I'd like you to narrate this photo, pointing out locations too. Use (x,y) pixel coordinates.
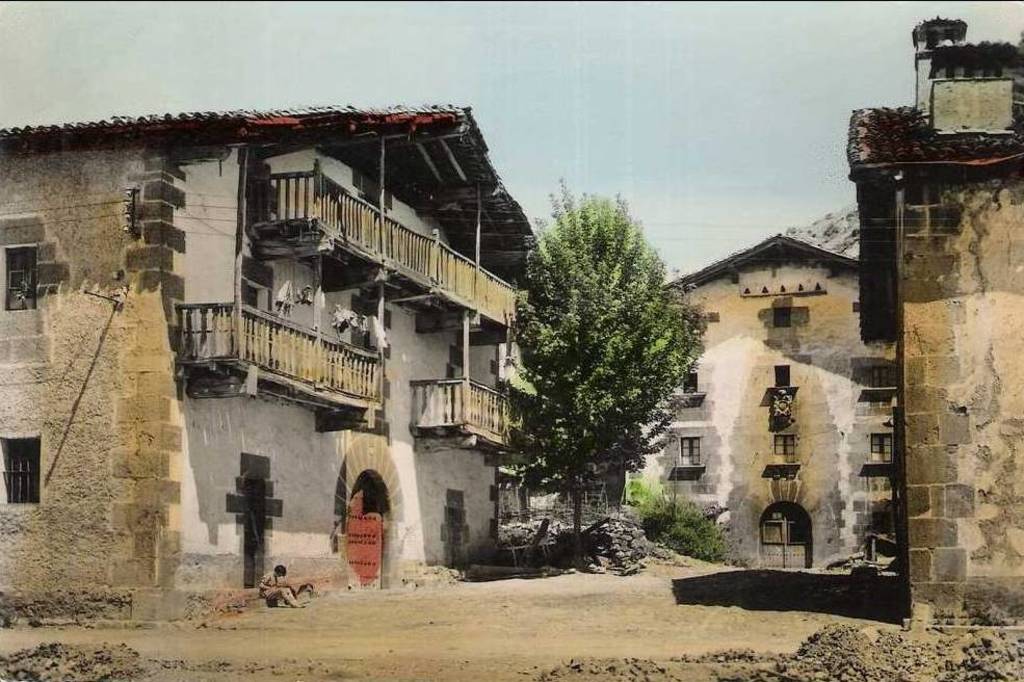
Buildings (353,455) with windows (784,326) and doors (357,524). In-between of these buildings (691,474) there is a tree (599,352) and plants (691,527).
